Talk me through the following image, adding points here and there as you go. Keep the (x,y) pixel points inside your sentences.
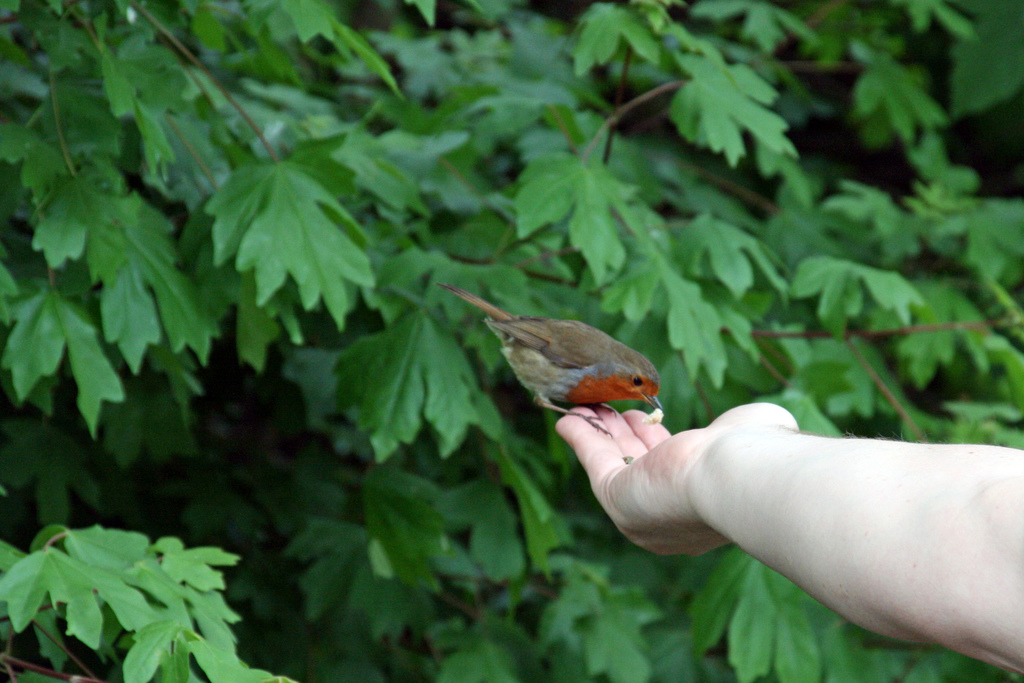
This image is taken outdoors. In the background (360,597) there are a few trees (526,248) with green leaves (176,250) and stems (565,281). On the right side of the image (793,489) there is a hand (681,450) of a person (762,508). There are a few seeds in the hand (643,447). In the middle of the image (619,372) there is a bird (550,333) on the person's hand (617,416).
